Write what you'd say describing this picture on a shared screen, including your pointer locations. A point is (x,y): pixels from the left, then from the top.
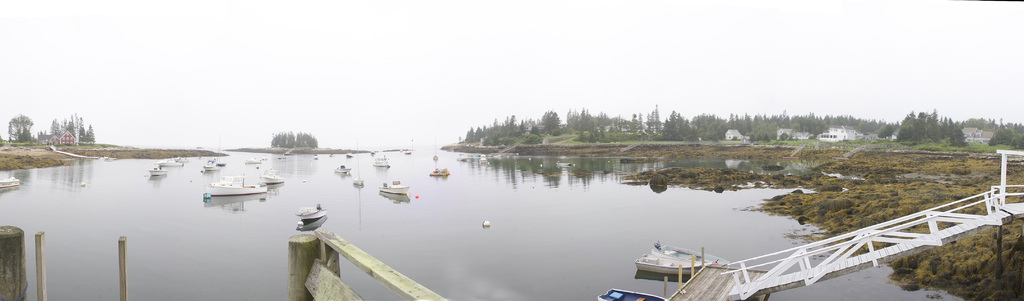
In the image we can see there is water (73,239) and there are boats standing in the water (741,235). There are stairs (825,266) and bridge (904,235). The ground (902,185) is covered with grass (915,190). Behind there are buildings (824,133) and lot of trees (630,133) at the back (71,134). There is a foggy sky (464,79).
